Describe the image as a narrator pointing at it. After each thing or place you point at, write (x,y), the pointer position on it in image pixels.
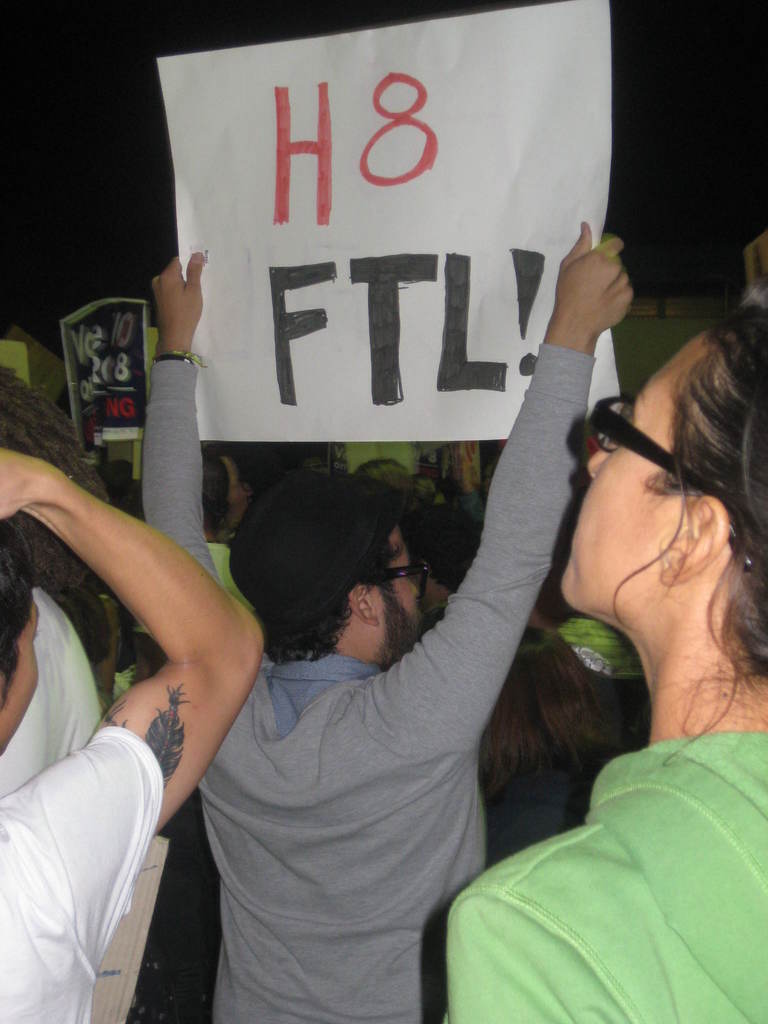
In this picture there is a man (399,816) who is wearing spectacles (412,575) and hoodie (433,739). He is holding a poster (457,132). On the right (718,367) there is a woman (673,607) who is wearing spectacle (619,437) and green t-shirt (591,806). Here we can see a man (12,504) who is wearing a white t-shirt (55,869). In the background (478,489) there is a group of persons (450,478). On the top left (235,31) we can see darkness (86,124).
